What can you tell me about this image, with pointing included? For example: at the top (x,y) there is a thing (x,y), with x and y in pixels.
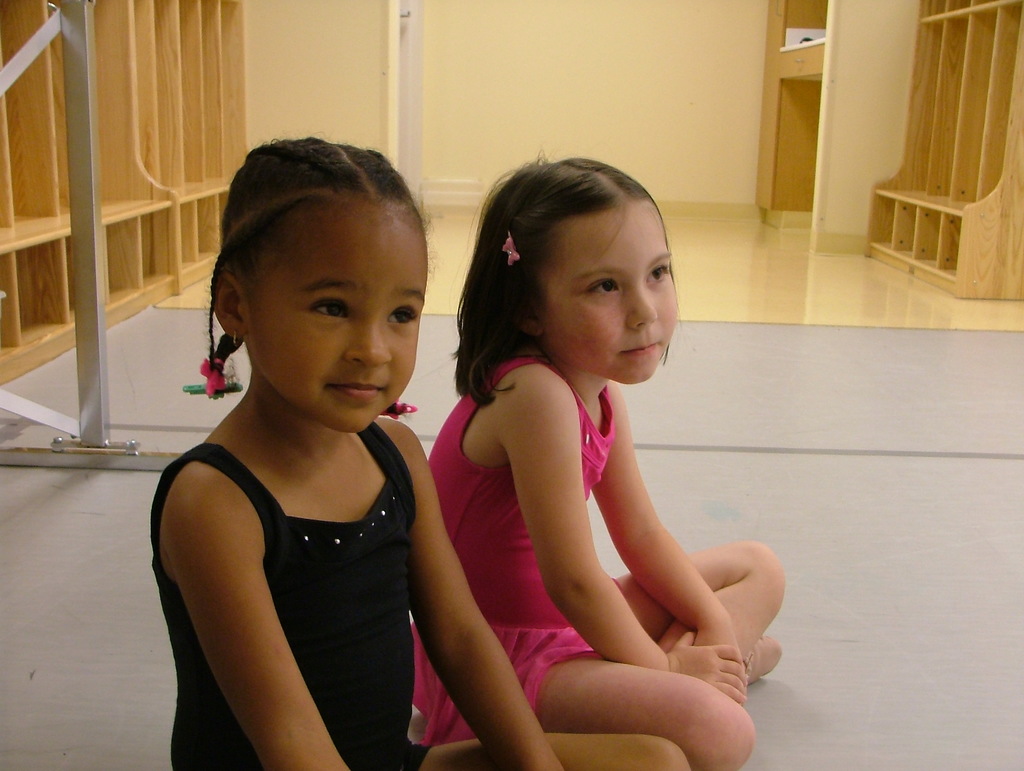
There are two girls (443,641) sitting on the floor (854,654) and we can see rods (151,467). We can see wooden racks (203,152) and wall (873,143).
